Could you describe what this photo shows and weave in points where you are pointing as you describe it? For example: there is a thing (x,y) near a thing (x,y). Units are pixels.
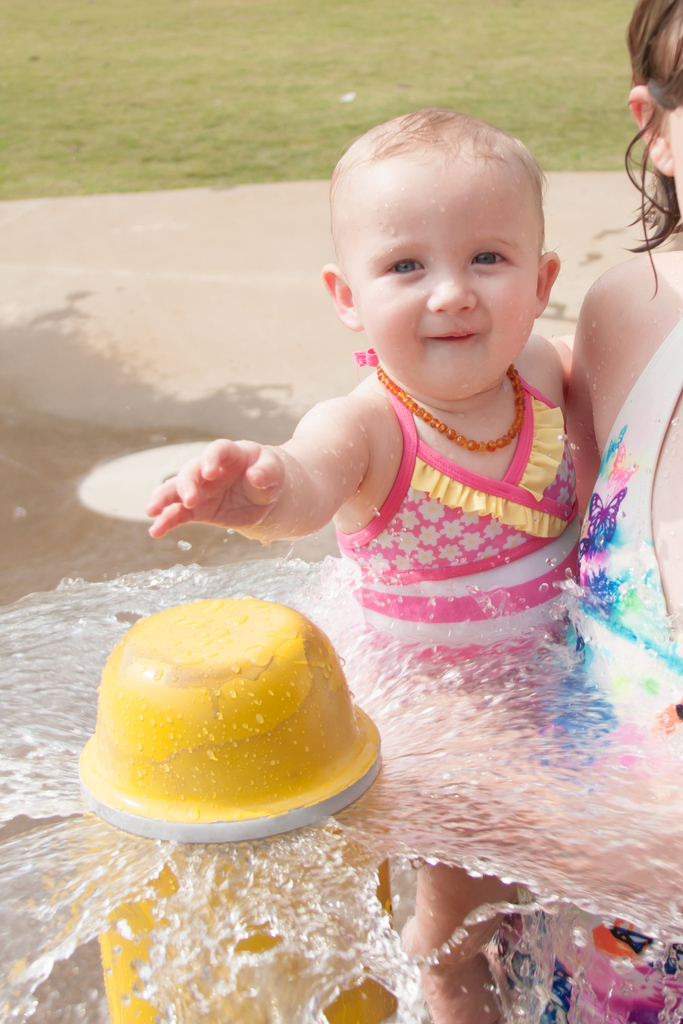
In this image we can see a woman (630,992) carrying a child (525,558) standing beside a water sprinkler (302,672). On the backside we can see some grass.
